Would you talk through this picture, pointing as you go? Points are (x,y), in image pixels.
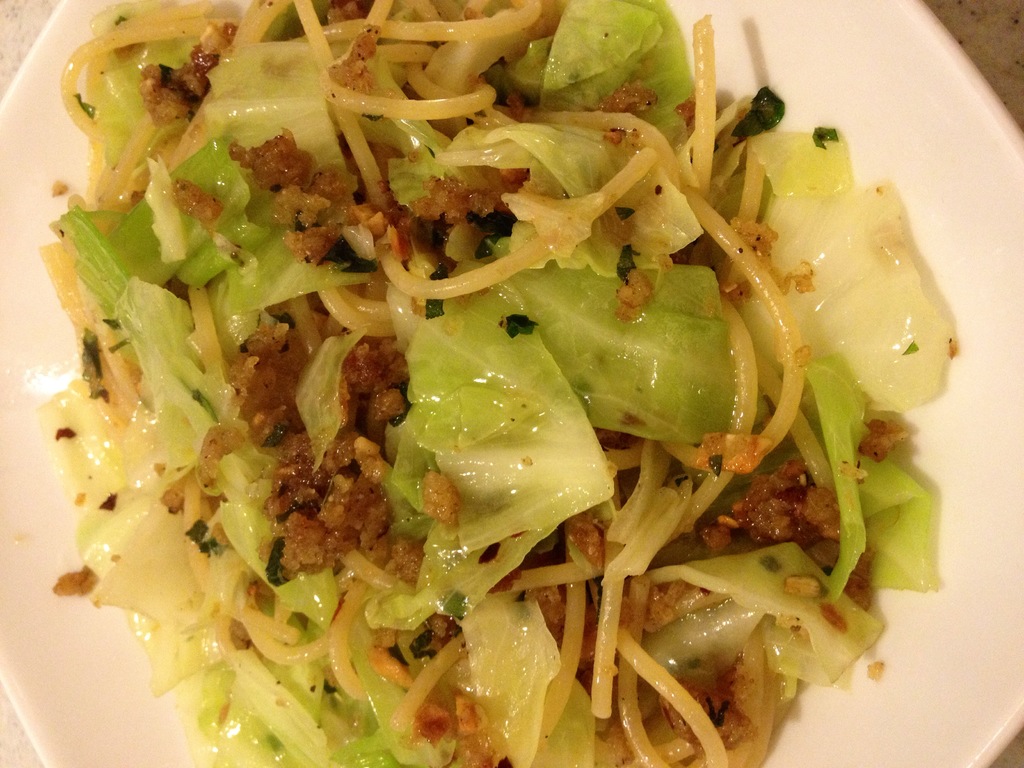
In this image I can see a food item (539,315) on the white color plate (924,152). Food (629,299) is in green, brown and cream color.
